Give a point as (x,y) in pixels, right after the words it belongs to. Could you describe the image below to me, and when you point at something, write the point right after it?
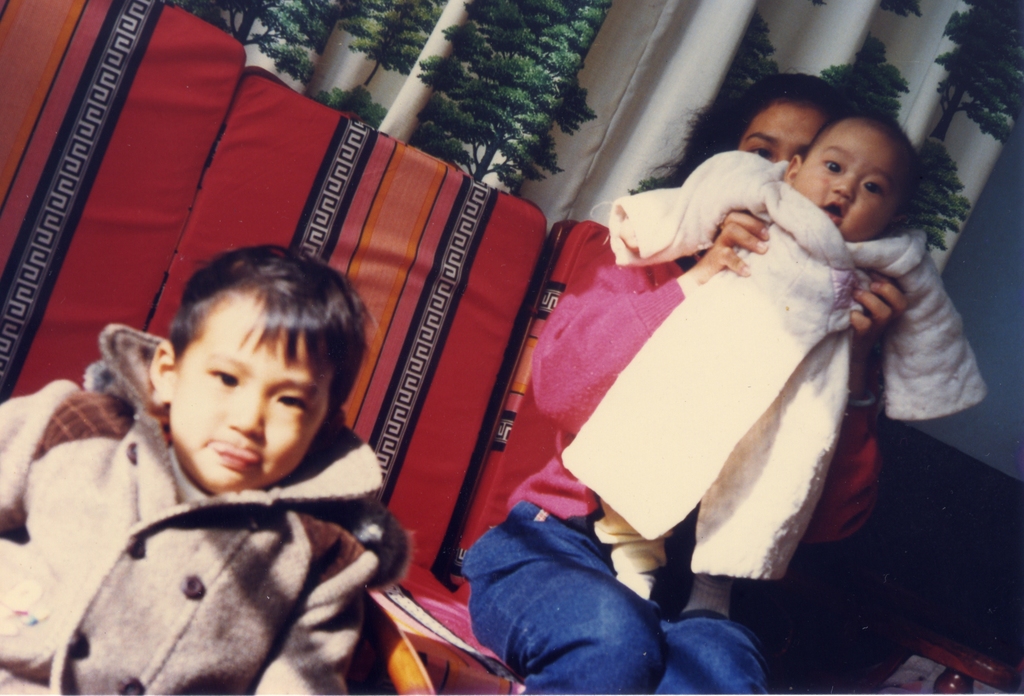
In this picture there are three members (745,434). Two of them are kids (662,389) and one of them is a woman (630,333). This woman (535,608) is sitting in the sofa (424,326). One of the kids (722,329) is in the hands (719,260) of a woman (522,625). This kid (694,426) is wearing white color dress (758,346). In the background (333,41) there is a curtain (611,31) which is in white and green color.
